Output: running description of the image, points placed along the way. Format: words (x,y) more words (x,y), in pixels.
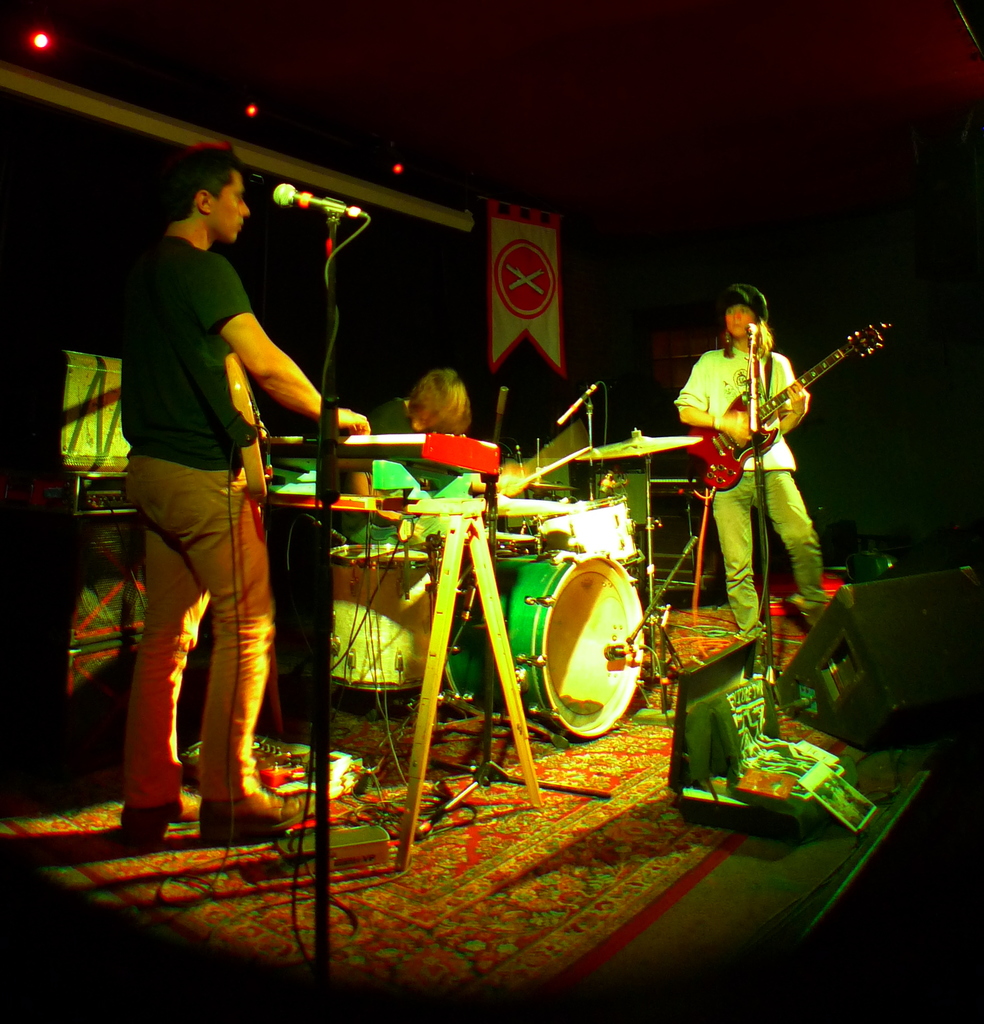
In this picture we can see three people (800,398) playing musical instruments (720,469) such as guitar (742,469), piano (406,442), drums (468,698) and in front of them there are mics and in the background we can see banners (498,288), light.
